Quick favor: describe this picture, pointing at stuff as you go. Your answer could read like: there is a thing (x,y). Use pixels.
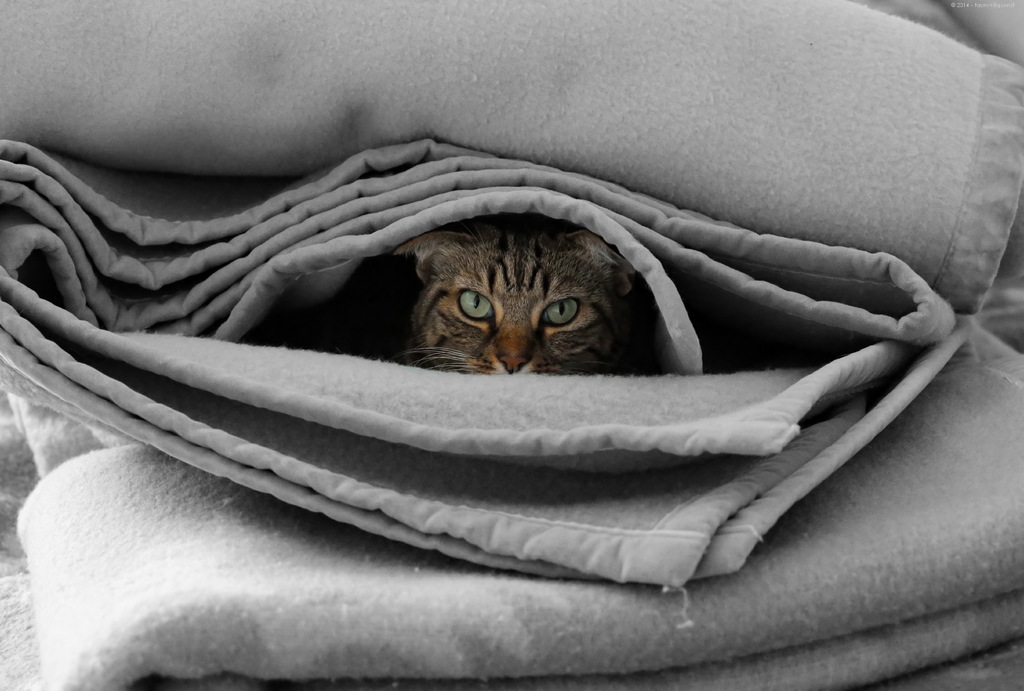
In the image in the center (553,412) we can see blankets (518,208), which is in ash color. In the blanket (520,460), we can see one cat (592,259).
